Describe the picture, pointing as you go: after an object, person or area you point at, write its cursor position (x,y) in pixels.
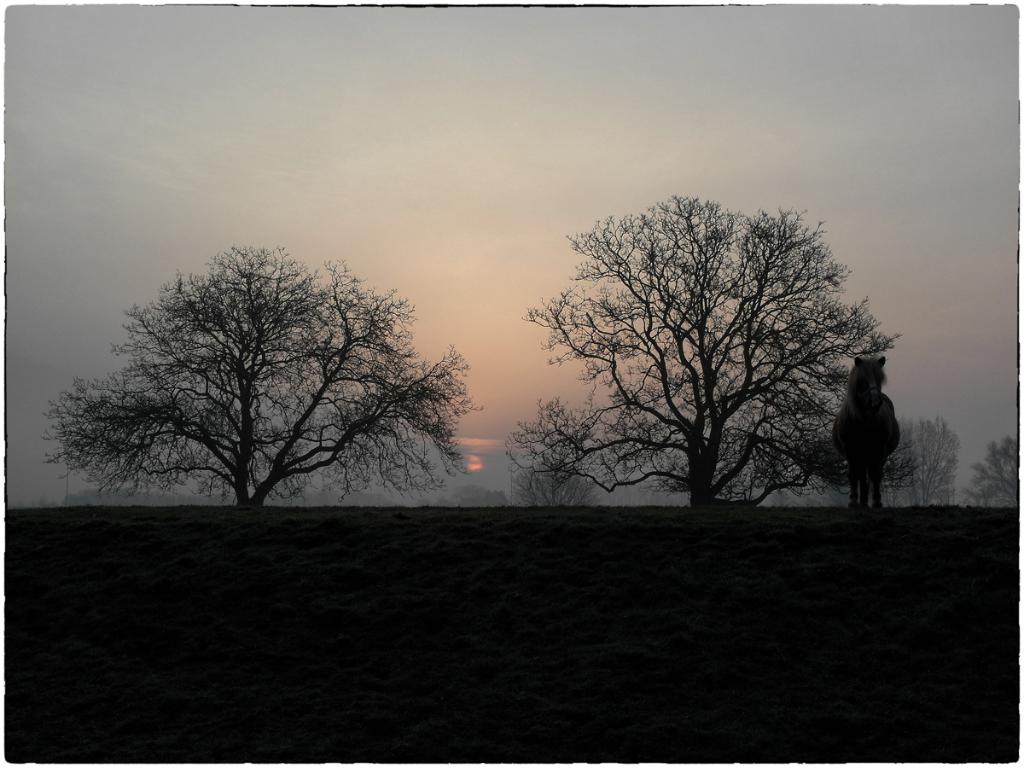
In the foreground (627,531) I can see a horse (860,443) is standing on the ground (637,523). In the background (917,460) I can see trees (643,448). On the top (613,199) I can see the sky (474,268). This image is taken may be in the forest (922,454).
